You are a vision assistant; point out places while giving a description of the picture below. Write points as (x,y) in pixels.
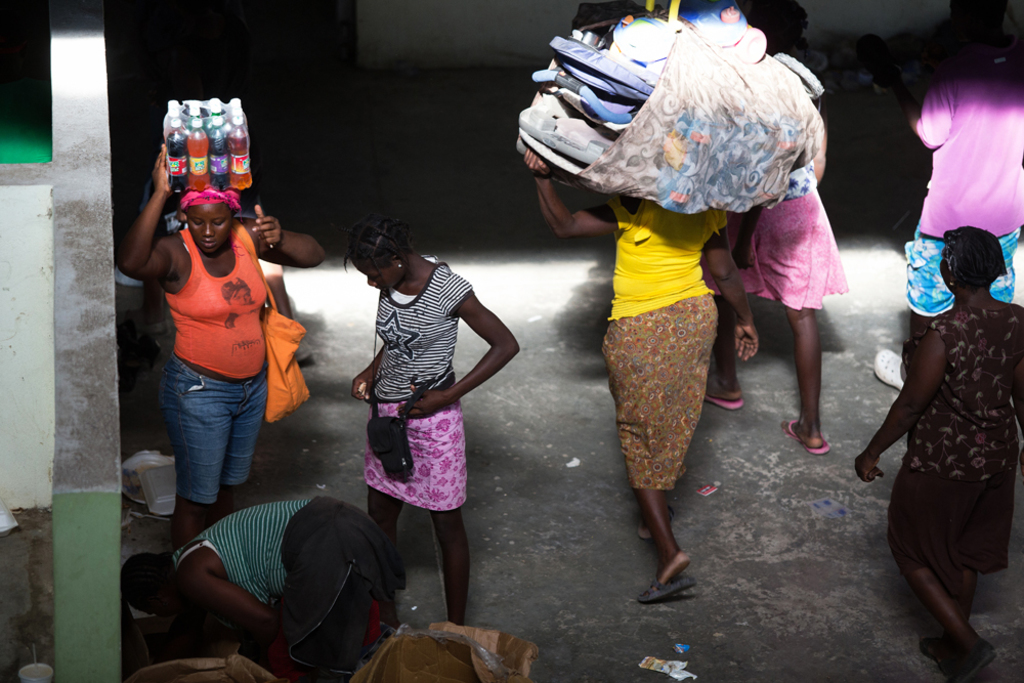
In this image there are a few people (633,281) walking by holding some objects (625,174) on their shoulders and heads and there are some objects (395,644) on the floor (544,602), in the background of the image (411,48) there is a wall (426,52).
